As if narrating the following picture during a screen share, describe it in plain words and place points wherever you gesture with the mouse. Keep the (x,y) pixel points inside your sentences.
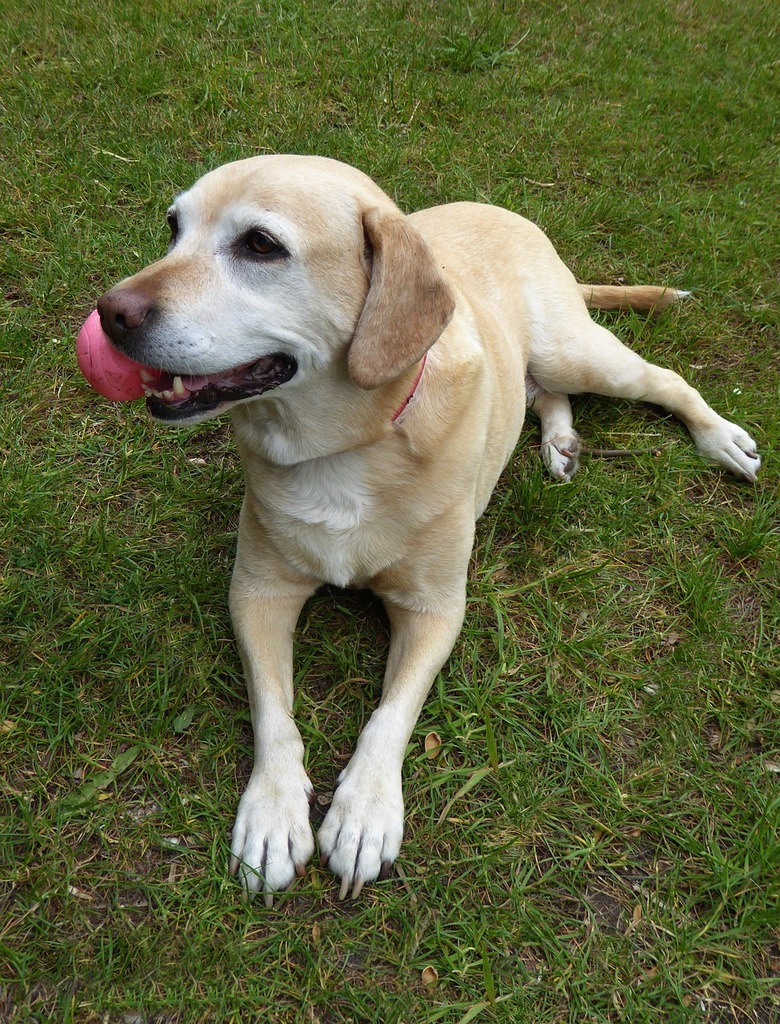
In this image we can see a dog (336,472). In the background of the image (734,103) there is the grass (713,94).
